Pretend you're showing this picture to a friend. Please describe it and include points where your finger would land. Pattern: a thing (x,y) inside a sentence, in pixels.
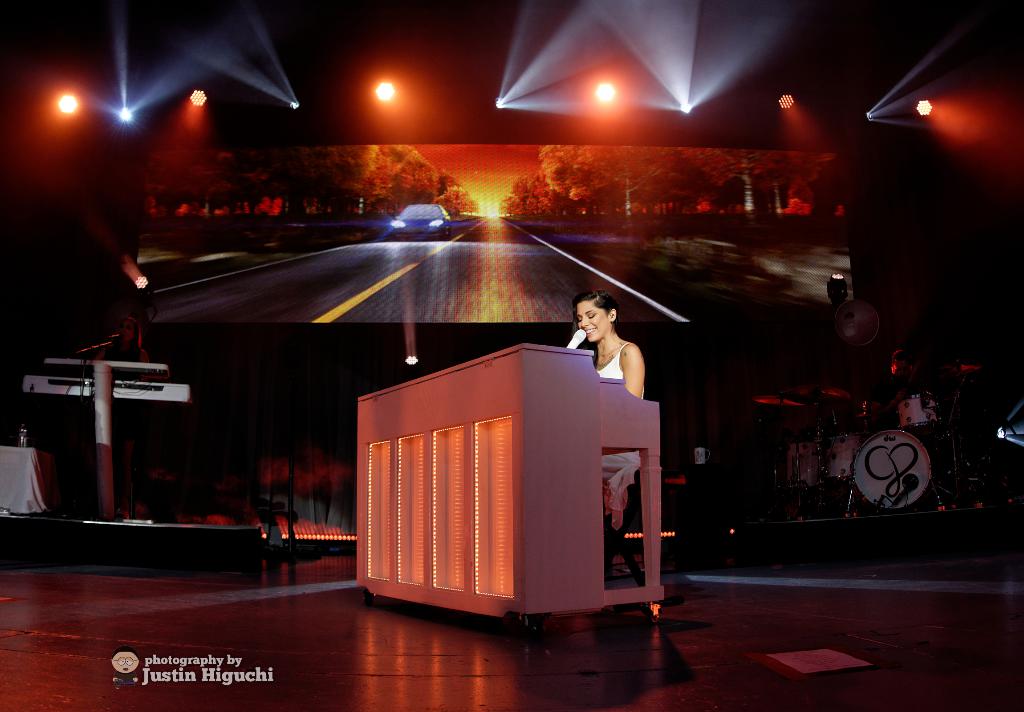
In this image we can see a person (611,361). In front of the person (629,373) we can see a piano (561,421) and a mic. Behind the person (603,351) we can see two persons (132,429) and musical instruments (100,422). In the background (433,286), we can see a screen (559,181) and lights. On the screen (437,228) we can see a car (402,230) and a group of trees (464,202). On the left side (26,476), we can see an object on the table (30,490).
